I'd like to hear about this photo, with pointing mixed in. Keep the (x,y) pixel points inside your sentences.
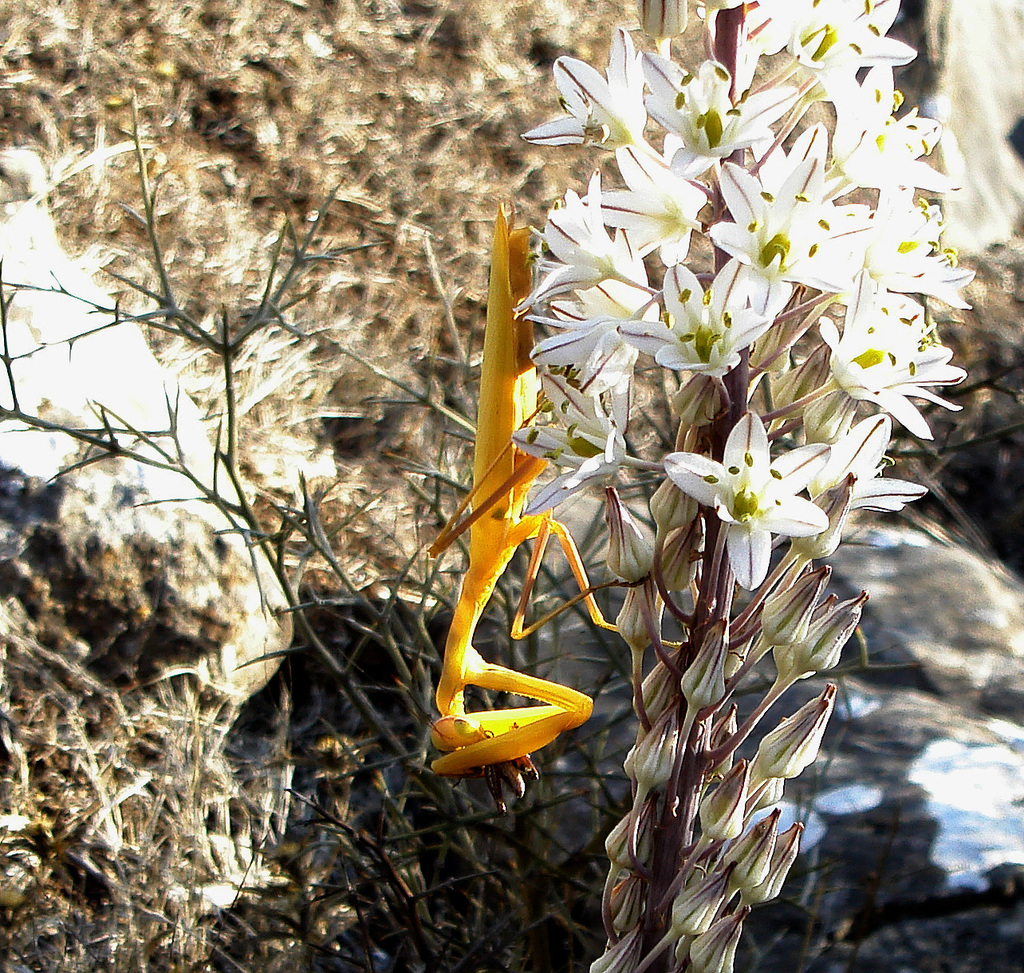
In this picture we can see a yellow praying mantis (595,605) on white flowers (791,196). We can see some buds (715,967). There are few plants (53,427) in the background (148,959).
